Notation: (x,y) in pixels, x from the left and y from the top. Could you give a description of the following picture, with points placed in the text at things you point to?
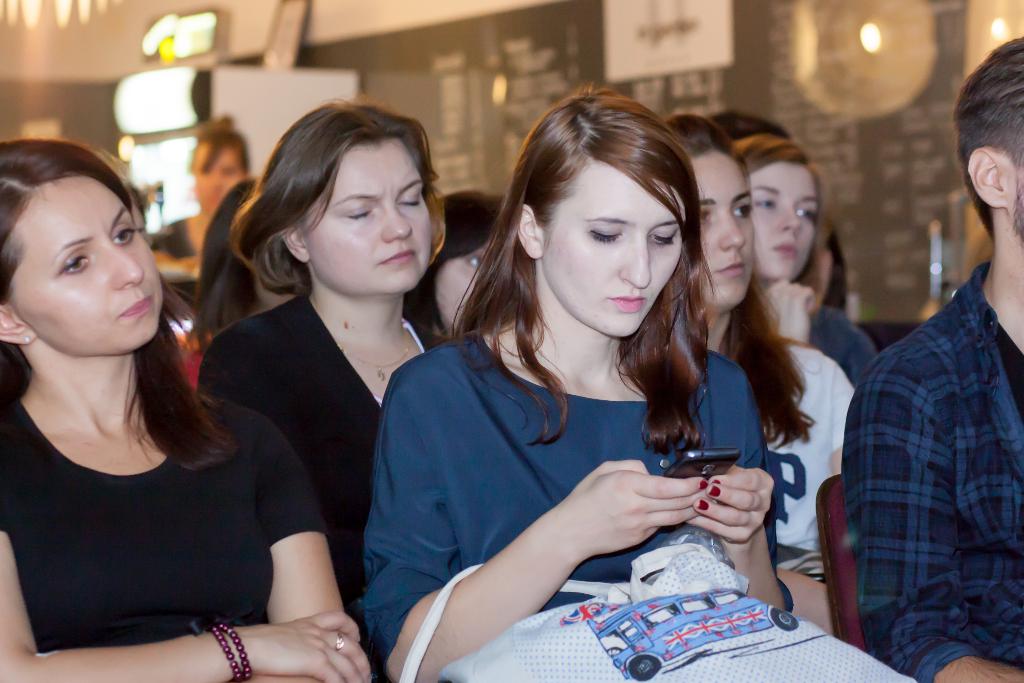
In this image I can see group of people (833,283) sitting. The person (655,366) in front (648,435) wearing blue color shirt (572,444) and holding a mobile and a bag (618,657) which is in white color. Background I can see a person (182,220) standing and few papers (689,53) attached to the wall (489,76).
